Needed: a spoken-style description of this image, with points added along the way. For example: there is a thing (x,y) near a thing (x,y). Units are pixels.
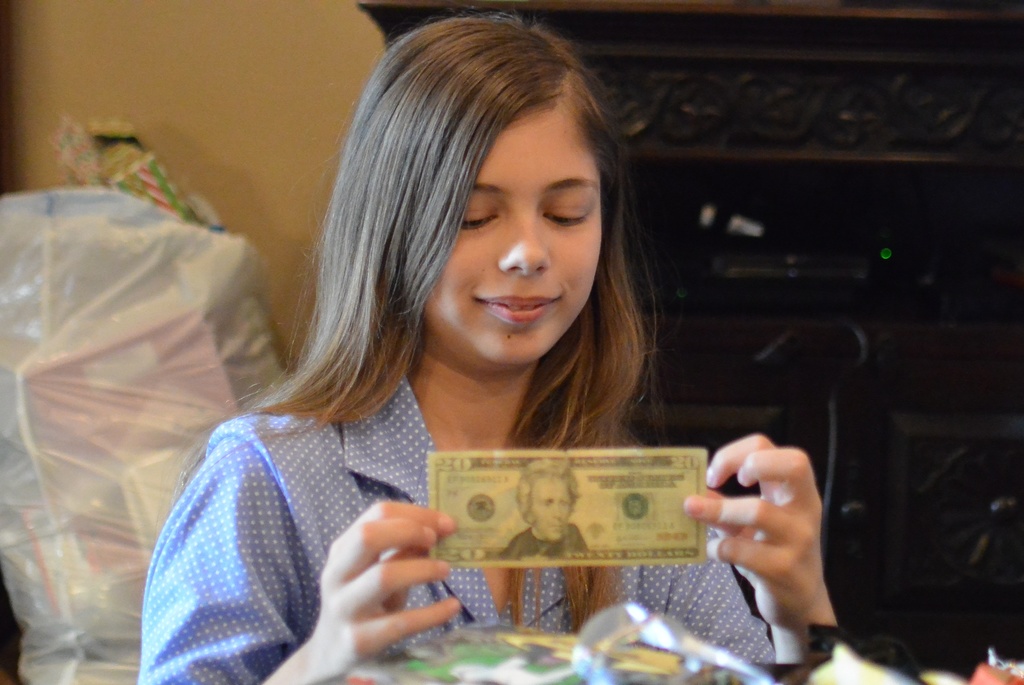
In this image I can see a woman (568,256) holding money (577,550) and wearing blue color dress (297,543). Back I can see few objects (123,303) are placed in the white color plastic cover (158,273). The wall (180,72) is in cream color.
